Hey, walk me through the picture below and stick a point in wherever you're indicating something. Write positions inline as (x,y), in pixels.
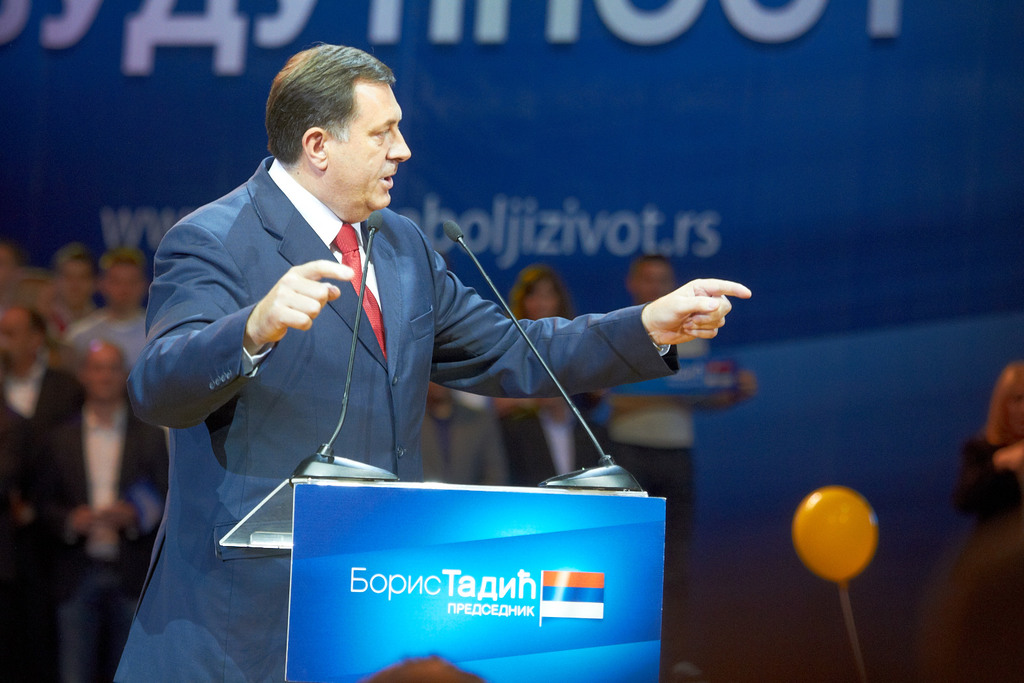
In this picture I can see there is a man (280,455) standing, he is wearing a blazer (307,360), there is a podium (429,595) in front of him with two microphones (329,462) and there are a few people (128,426) standing and there is a banner (810,88) in the backdrop (934,193) and there is something written on it.
